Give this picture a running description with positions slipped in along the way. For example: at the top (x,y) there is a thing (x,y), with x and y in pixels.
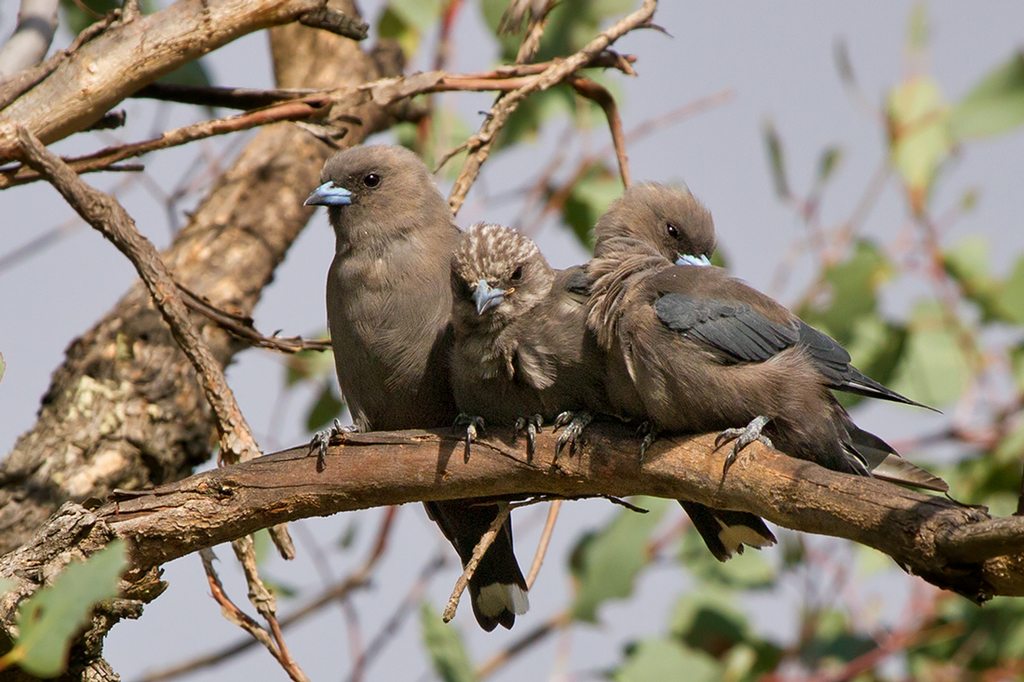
In this image in front (505,403) there are three birds (474,304) on the branch (408,460) of a tree (214,430). In the background (684,74) there is sky (726,43).
